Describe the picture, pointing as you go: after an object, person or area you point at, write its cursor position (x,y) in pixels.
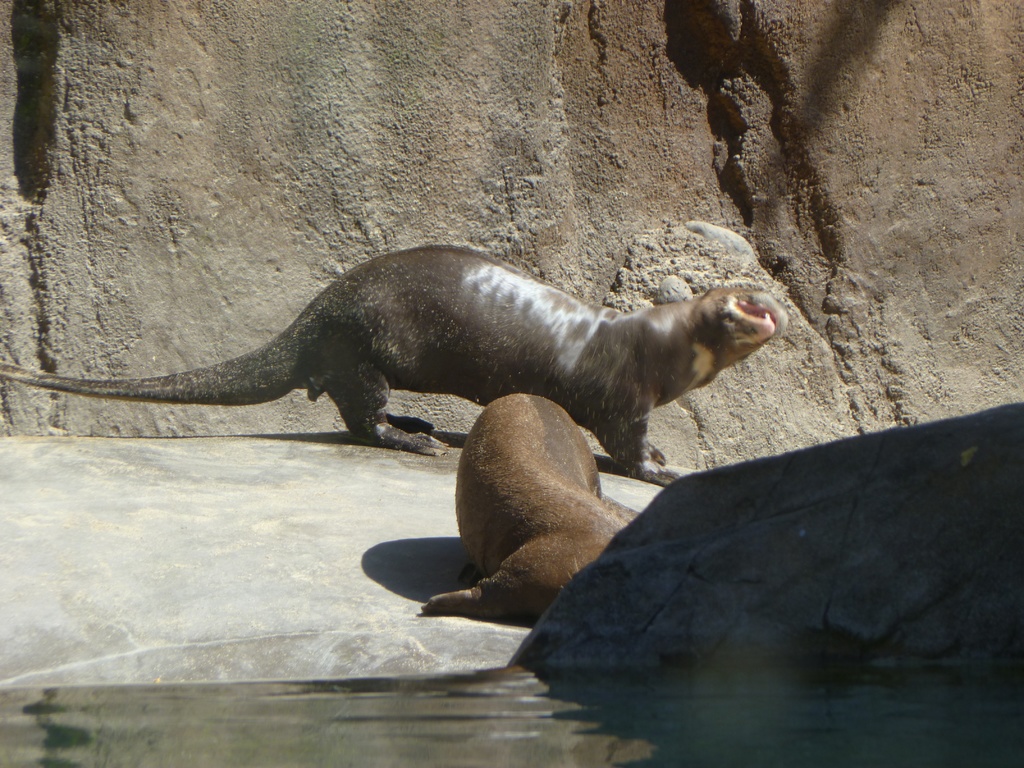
In this image in the center (514,420) there are some animals (566,434), at the bottom (563,715) there is water (249,710) and in the background (512,183) there is a rock wall (699,272).
